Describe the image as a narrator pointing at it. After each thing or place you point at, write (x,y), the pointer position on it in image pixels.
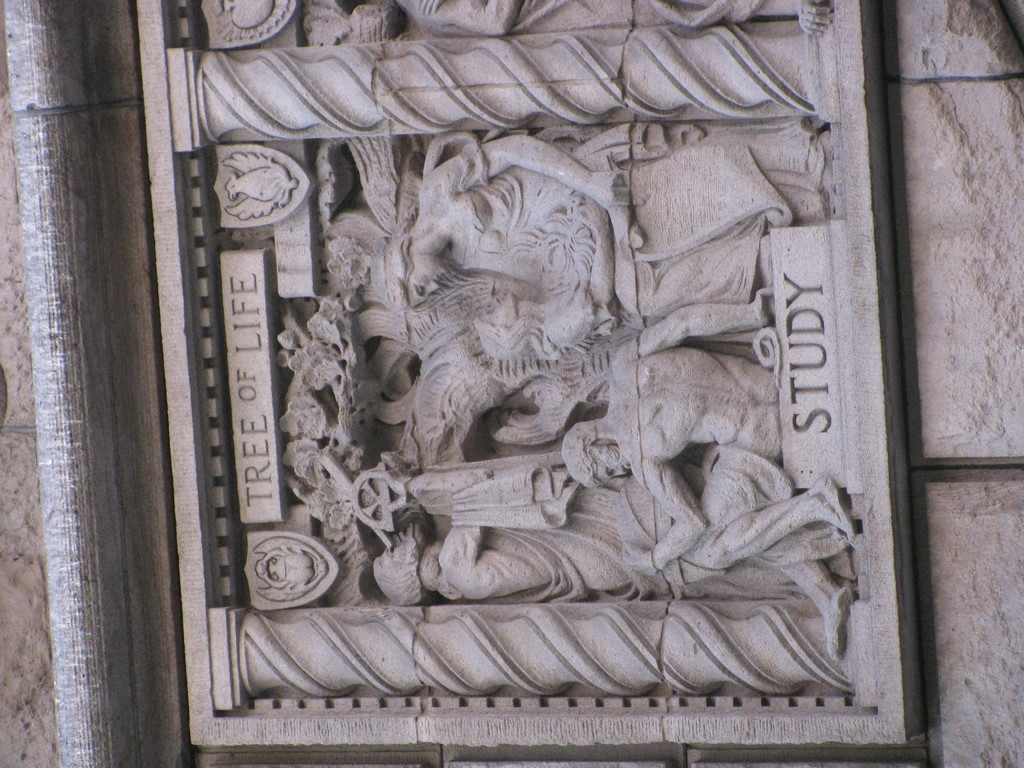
In this picture we can see a wall (962,276) on the right side (956,265), there is a carved stone (338,371) in the middle (628,326).
